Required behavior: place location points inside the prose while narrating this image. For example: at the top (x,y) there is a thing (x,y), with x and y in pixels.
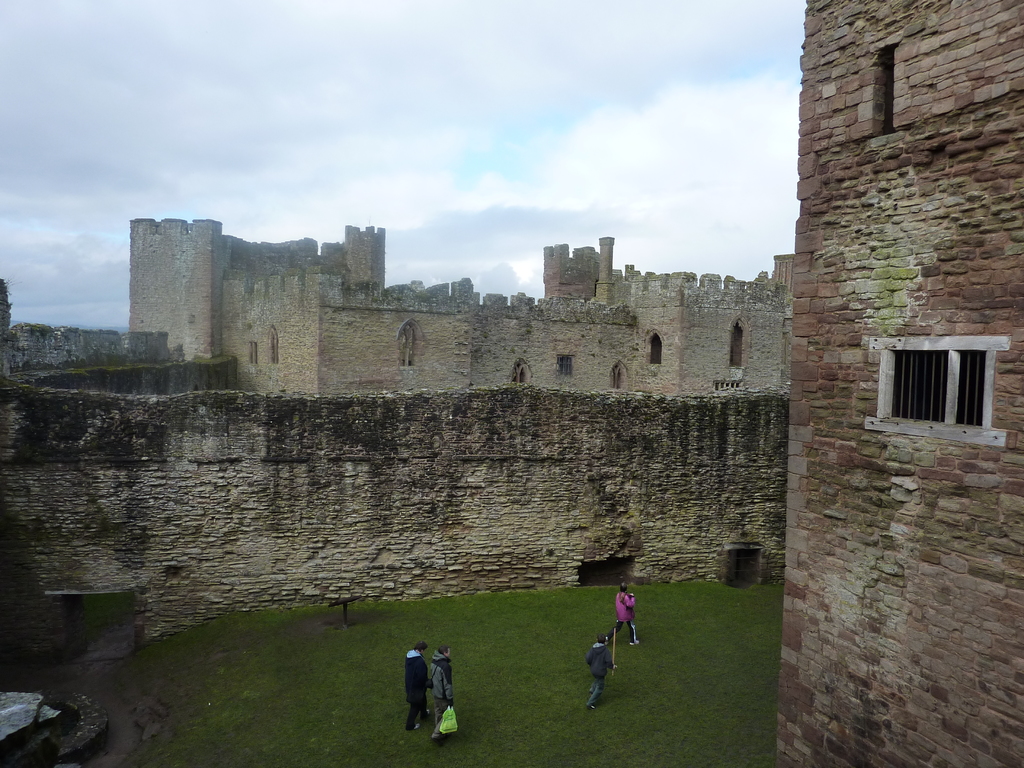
In this image I can see old building (474,542), on the right side (910,269) I can see a wall (1023,446) and window (945,403) attached to the wall (804,528) and at the bottom (633,640) I can see few persons (592,665) walking on the ground (363,722) at the top (319,134) I can see the sky (608,155) and this picture is morning view.
